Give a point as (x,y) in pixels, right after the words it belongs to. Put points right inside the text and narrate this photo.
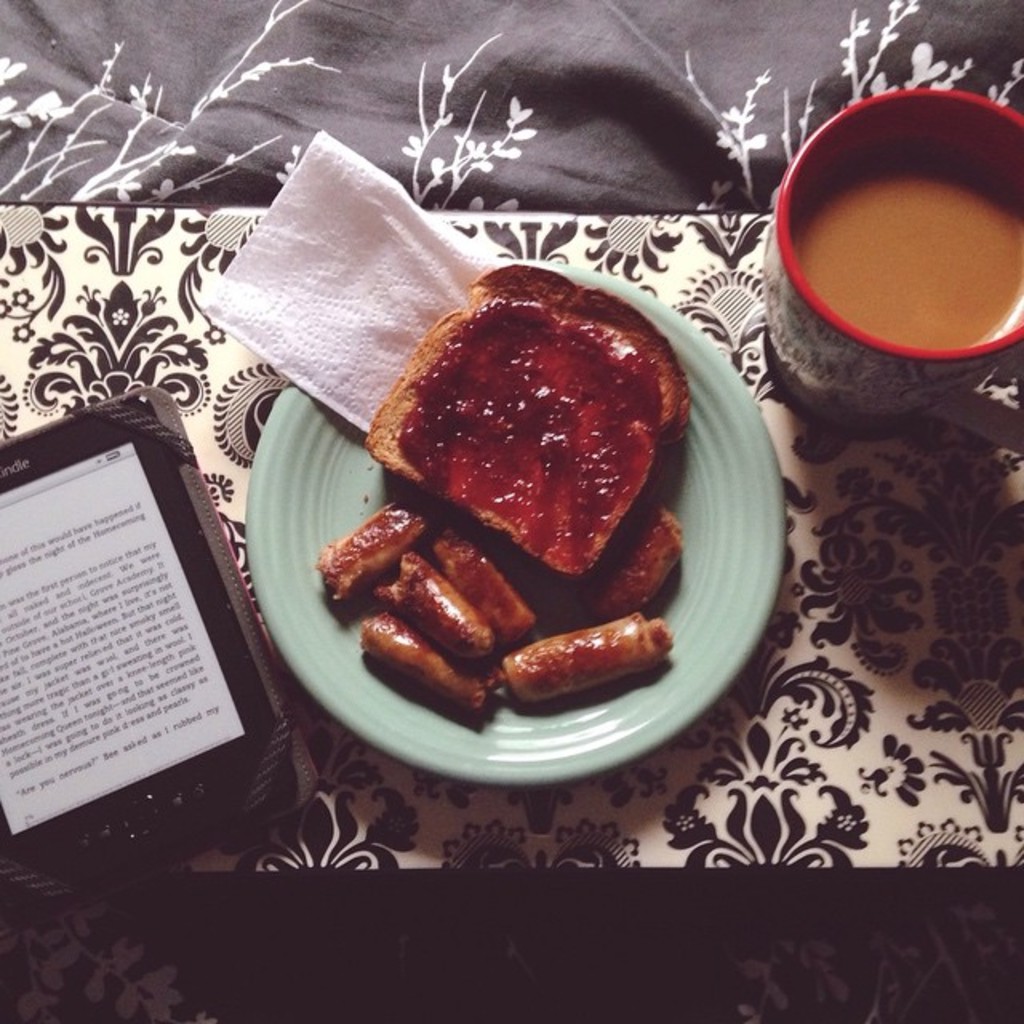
Here in this picture we can see bread (535,535) jam (525,525) and other food items (443,587) present on a plate (314,475), which is present on the table (206,440) over there and we can also see a cup (903,330) of coffee (960,325) and a tissue paper (284,333) and a tablet (143,388) present on the table (61,416) over there.
